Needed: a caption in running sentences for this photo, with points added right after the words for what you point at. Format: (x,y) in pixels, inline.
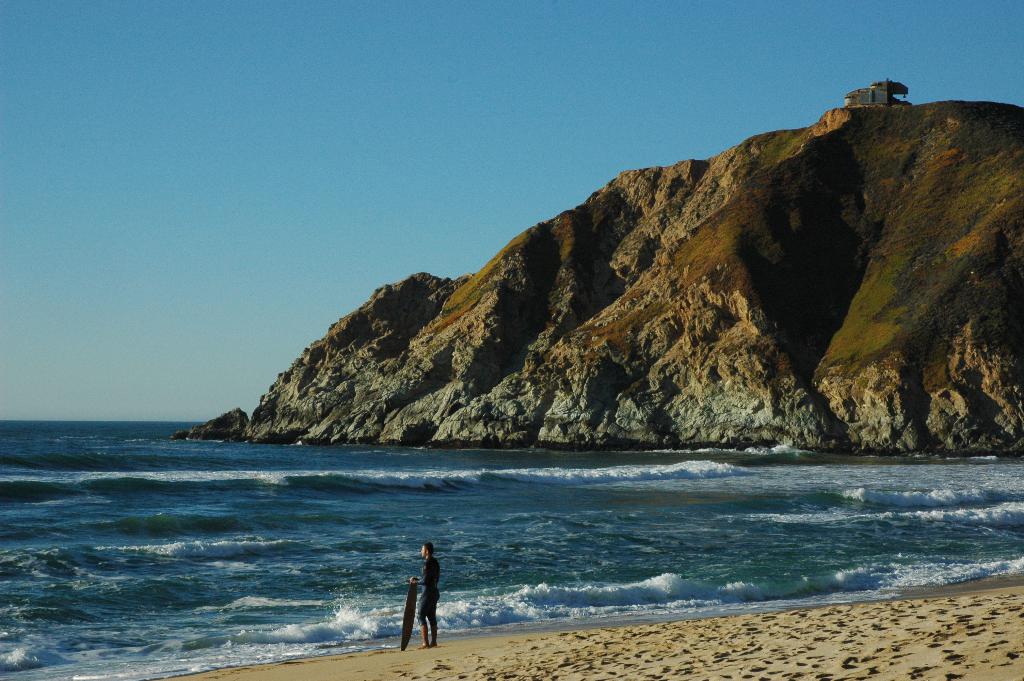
In this picture I can see a person (427,580) standing and holding a surfboard (410,608). I can see water (312,493), hill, and in the background (645,104) there is the sky (557,86).
